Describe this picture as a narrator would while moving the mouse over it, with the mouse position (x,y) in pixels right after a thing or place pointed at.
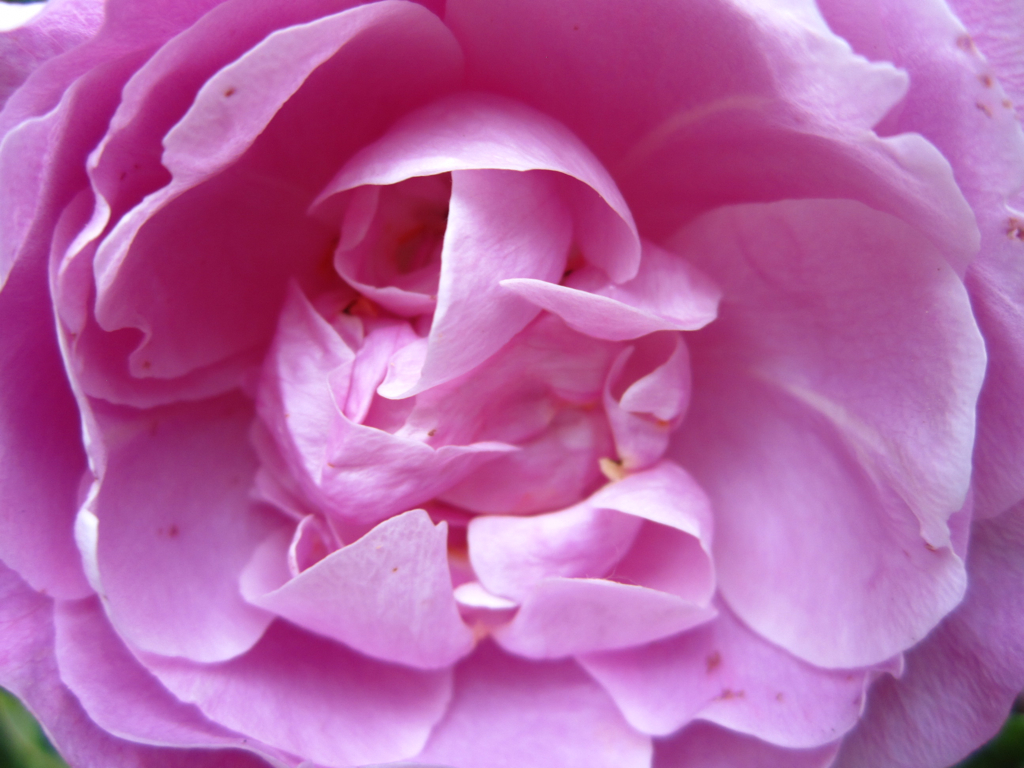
It is a zoomed in picture of a flower (773,455).
